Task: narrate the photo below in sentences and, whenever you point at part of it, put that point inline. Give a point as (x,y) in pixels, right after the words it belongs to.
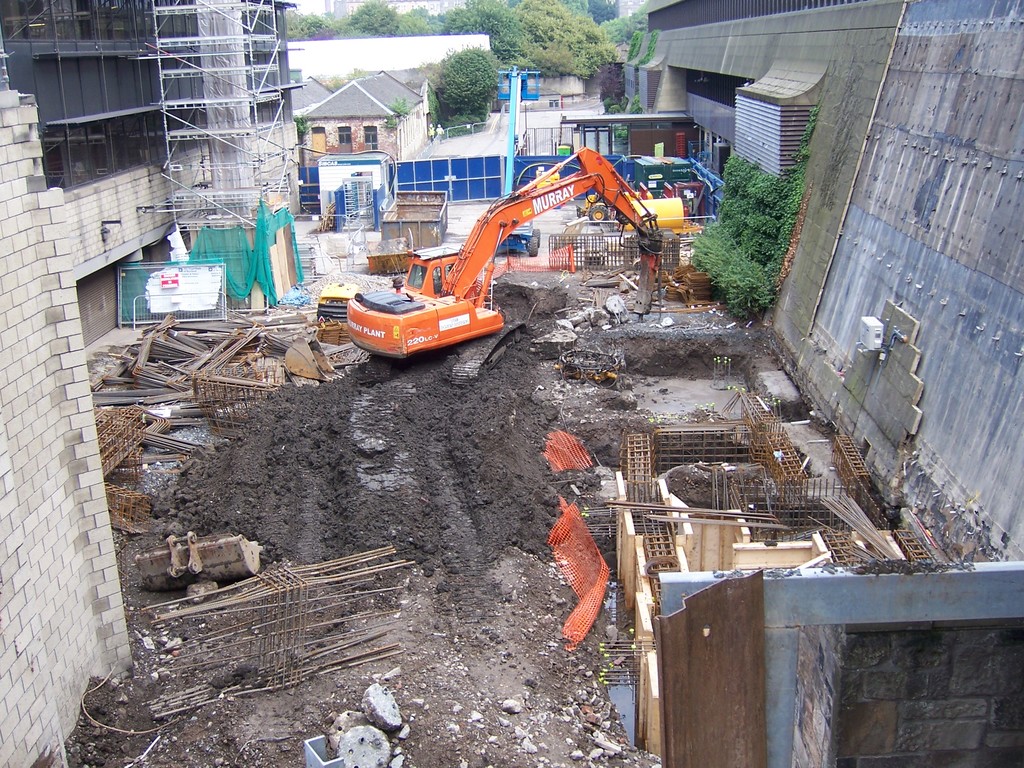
In this image I can observe a wall (68,650) on the left side (21,403). In middle (490,284) there is vehicle (471,271). On the right side (904,245) there is a wall (900,192). In the background (360,82) I can see some trees (453,96) and houses (316,117).
